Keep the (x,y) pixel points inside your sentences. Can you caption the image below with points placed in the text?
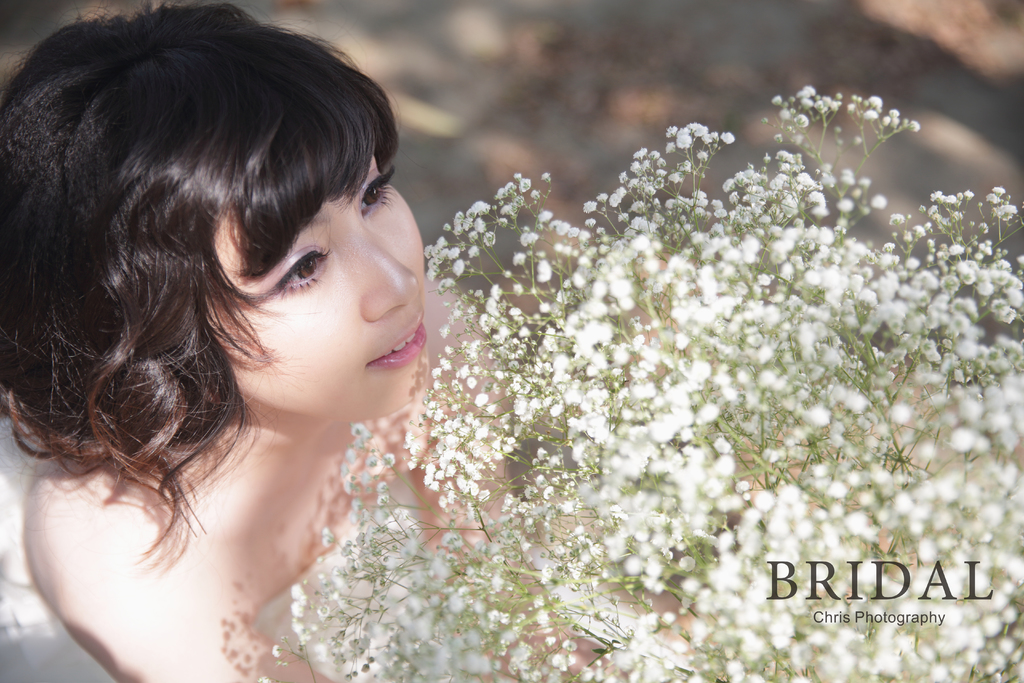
In this picture we can see a lady (308,441) is holding a bouquet (892,468). At the bottom right corner (852,588) some text (839,579) is there. In the background (494,55) the image is blur.
